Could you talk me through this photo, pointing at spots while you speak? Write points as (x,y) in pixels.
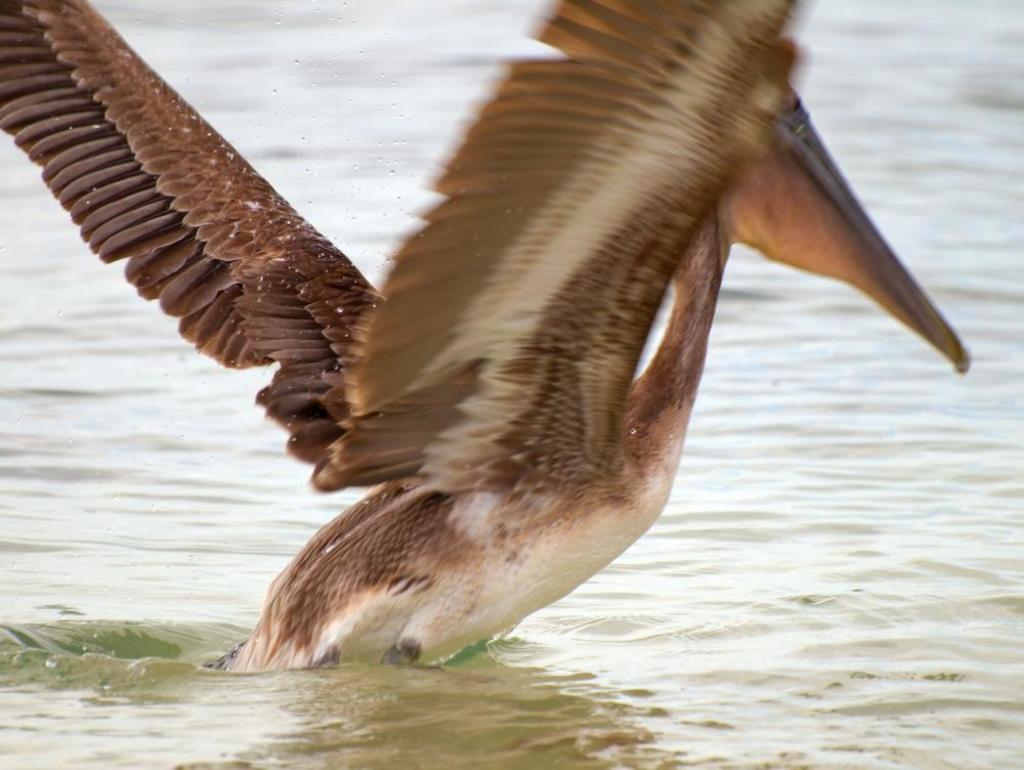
In this picture we can see a pelican (489,307) here, at the bottom (545,701) there is water (550,695).
